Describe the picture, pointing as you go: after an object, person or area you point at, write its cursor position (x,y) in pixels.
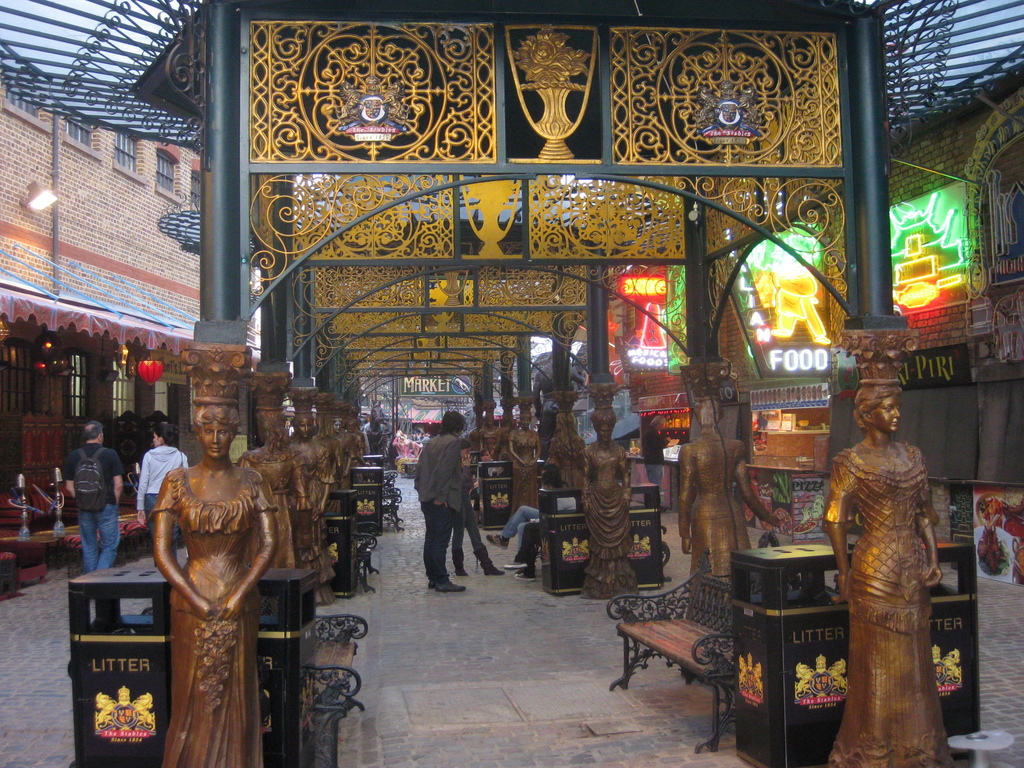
In this image in front (243,719) there are statues (894,665). There are benches (347,677). There are arches (510,223). There are people (116,510) walking on the road (418,588). On both right and left side of the image (169,289) there are shops (773,318). In the background of the image (402,461) there is market (436,398).
